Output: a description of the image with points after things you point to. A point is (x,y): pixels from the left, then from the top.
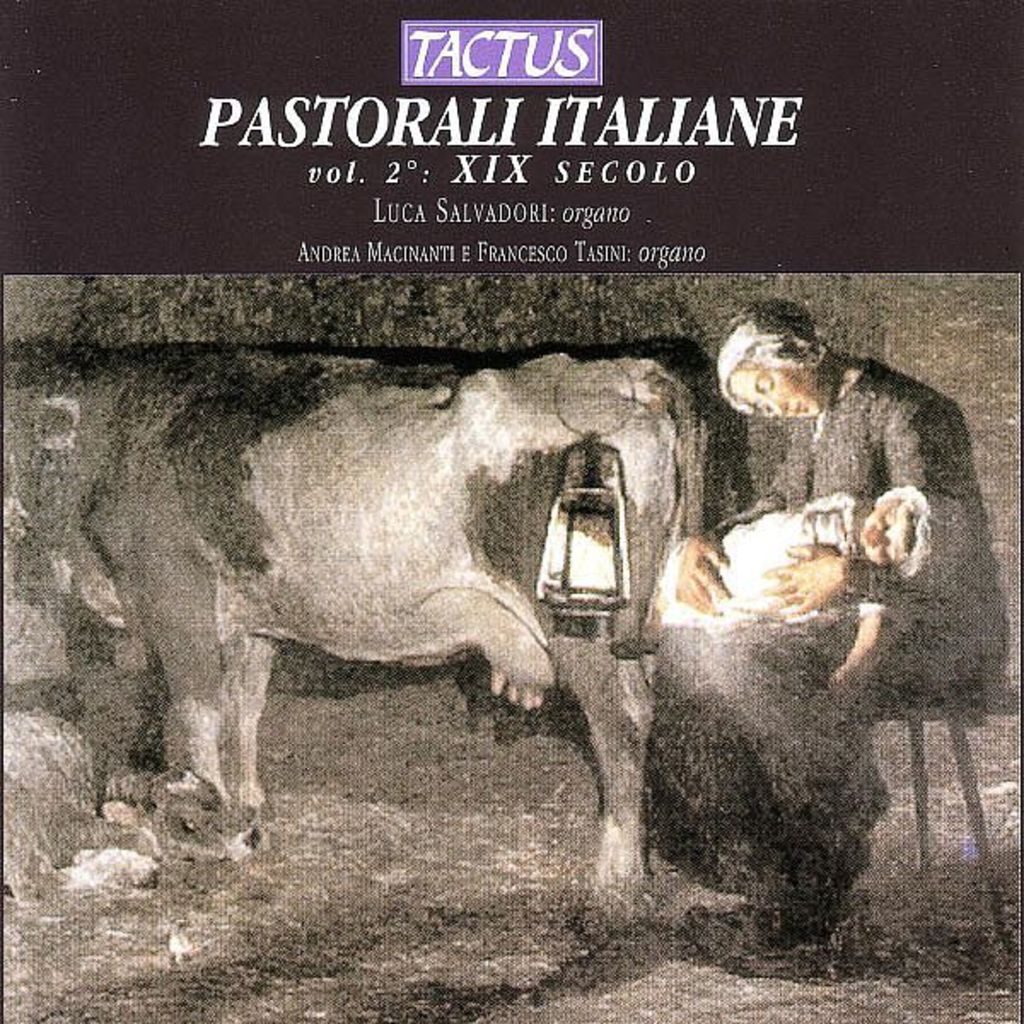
In this image we can see a poster (599,149) with text (504,177) and an image of a woman (787,587) holding a baby (784,542) and there is a lamp (591,553) and a cow (464,524).
